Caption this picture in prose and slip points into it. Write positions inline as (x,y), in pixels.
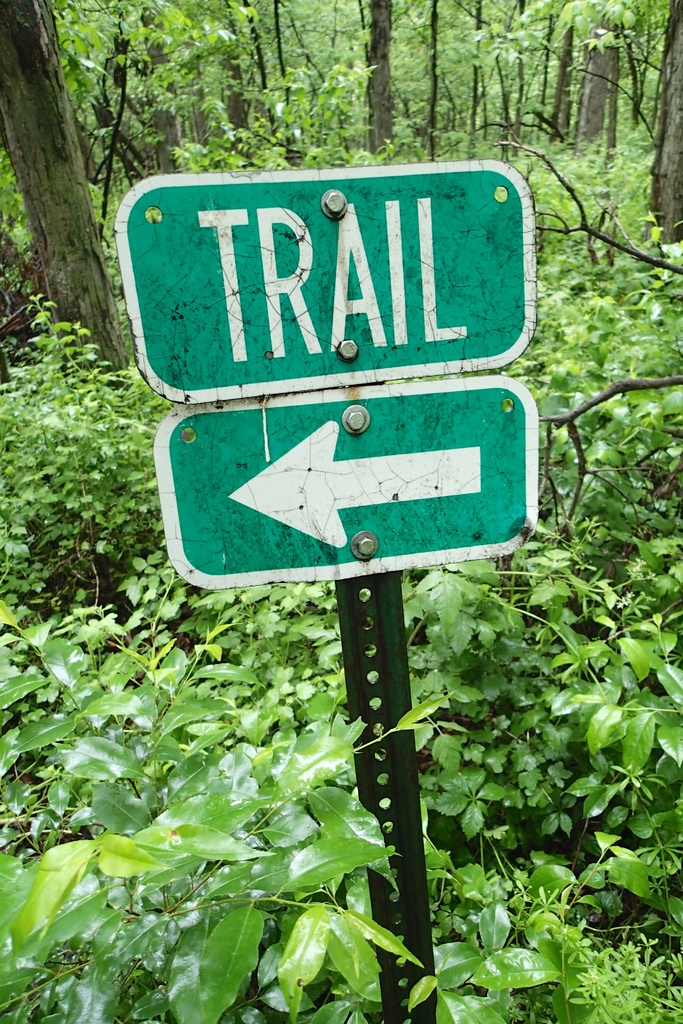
In this picture I can observe two boards (355,288) fixed to the pole (389,813) in the middle of the picture (369,480). In the background (181,55) I can observe trees (191,41) and plants (571,284) on the ground (571,284).
